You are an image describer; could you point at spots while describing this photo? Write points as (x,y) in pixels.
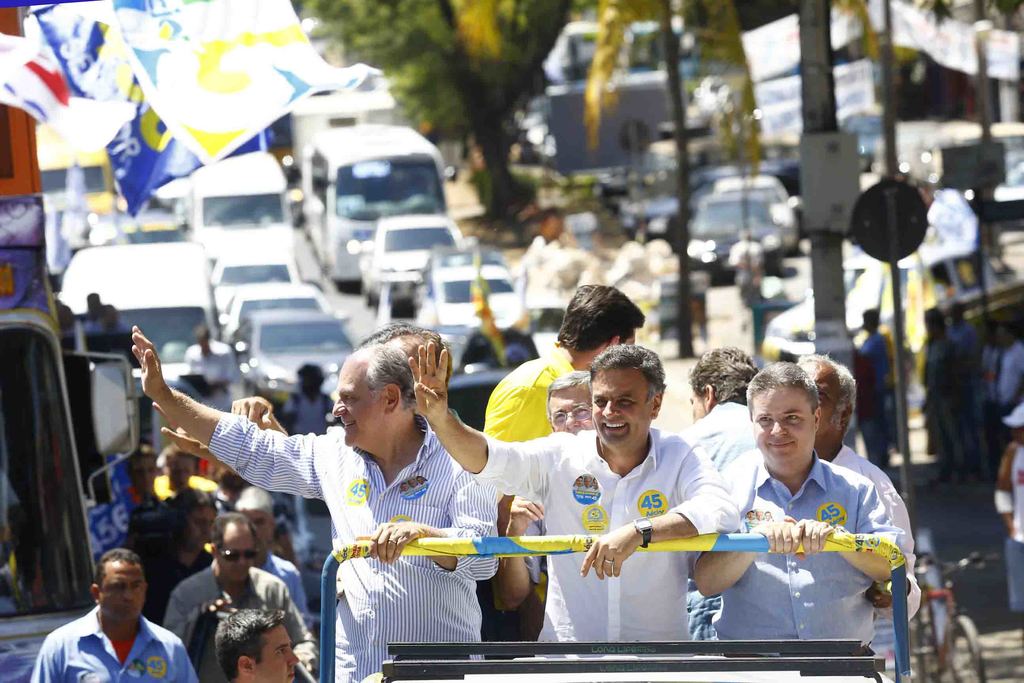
In this image in the front there are persons (487,481) standing and smiling. In the background (428,290) there are cars (201,250), flags (198,142), trees (450,75), persons (871,358) and poles (822,78).
